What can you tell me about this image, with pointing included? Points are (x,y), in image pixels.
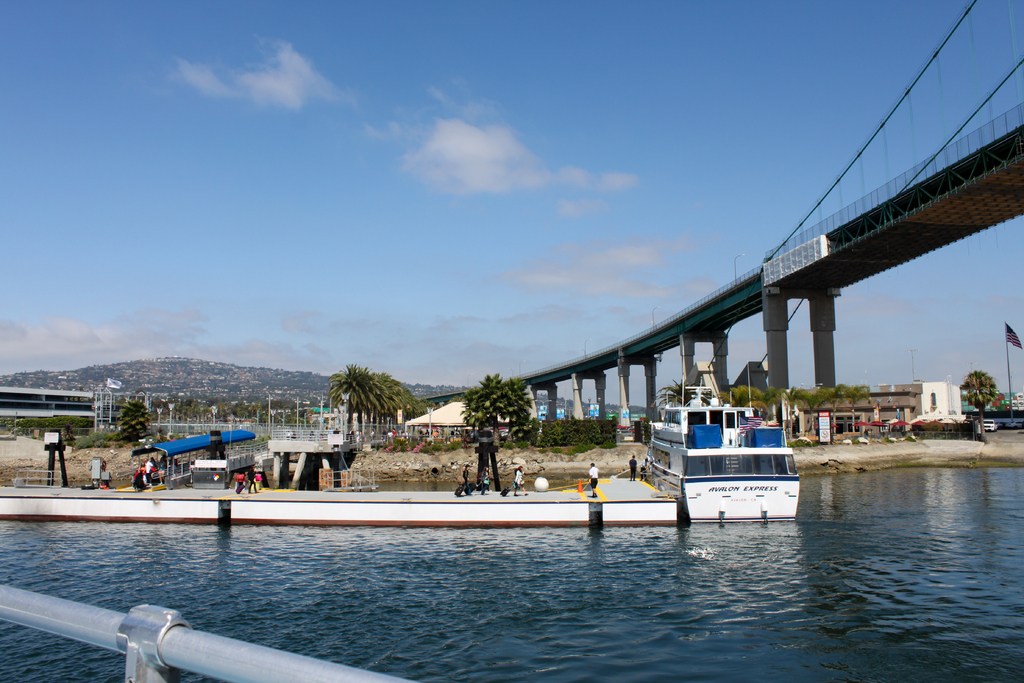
This is an outside view. At the bottom (571,609), I can see the water (397,632) and a railing (176,626). There is a boat (709,505) on the water (629,621) and few people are walking on the platform (295,508). In the background (578,422) there are many trees (381,417) and buildings (817,414). On the right side (773,283) there is a bridge (722,313). At the top of the image (506,129) I can see the sky (383,175) and clouds (435,168).
